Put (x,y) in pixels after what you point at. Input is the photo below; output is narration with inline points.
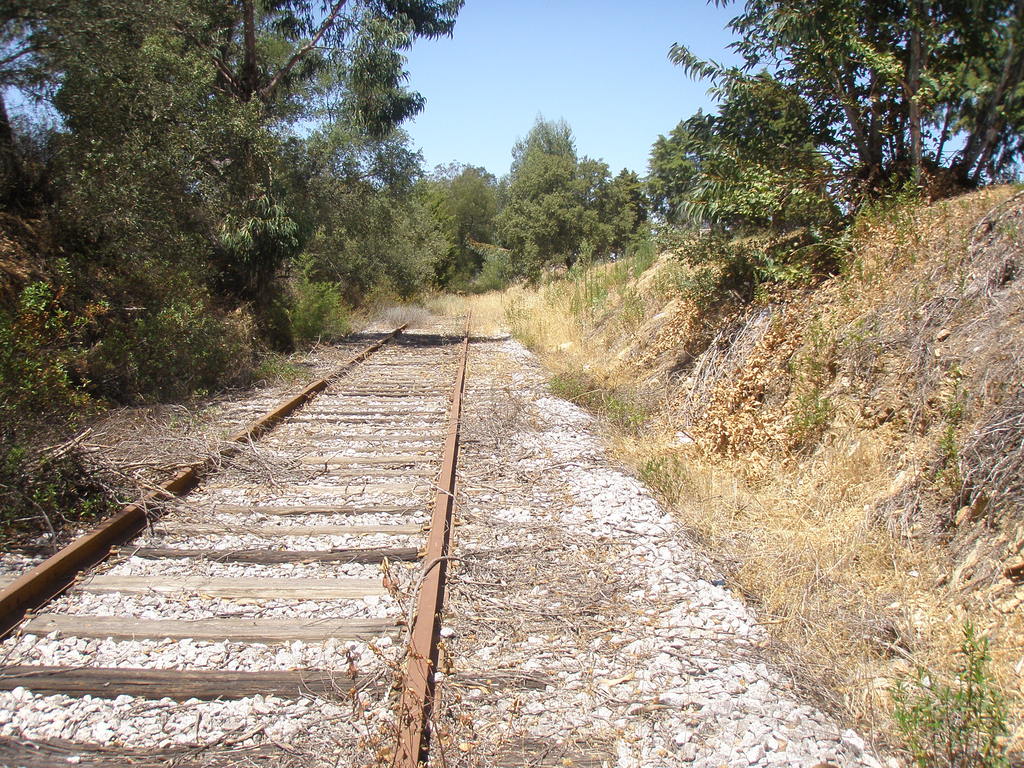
In this image in the front (233,617) there is a railway track (237,617) and there are stones (201,614). On the right side (786,591) there is dry grass (802,592) and there are trees (844,197). On the left side (102,324) there are plants (187,293). In the background (309,190) there are trees (382,216).
